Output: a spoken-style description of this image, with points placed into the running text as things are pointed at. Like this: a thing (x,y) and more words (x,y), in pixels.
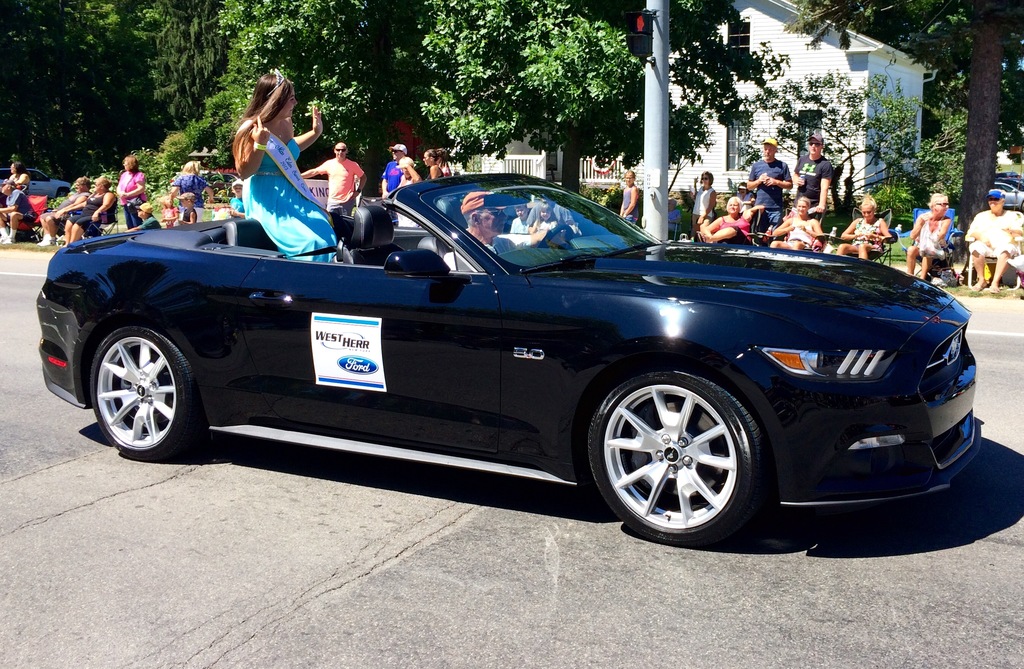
Two people (281,180) riding in a car (355,321) on the road (344,641) behind them there are few people (983,213), trees (462,146), buildings (832,141) and vehicles (1016,205).
